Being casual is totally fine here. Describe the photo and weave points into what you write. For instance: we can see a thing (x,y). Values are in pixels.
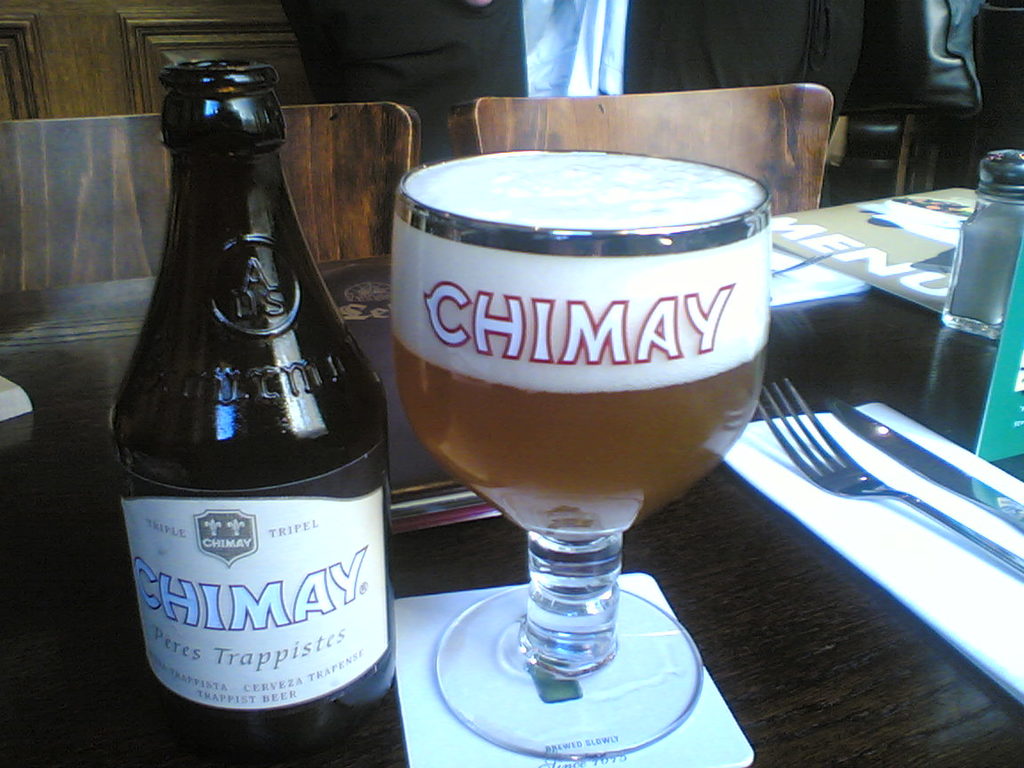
In this image I see a bottle (361,444) and a glass (543,733) on the table (19,677) and I can also see a fork (797,400), a knife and the book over here. In the background (45,274) I see the chairs (69,268).
